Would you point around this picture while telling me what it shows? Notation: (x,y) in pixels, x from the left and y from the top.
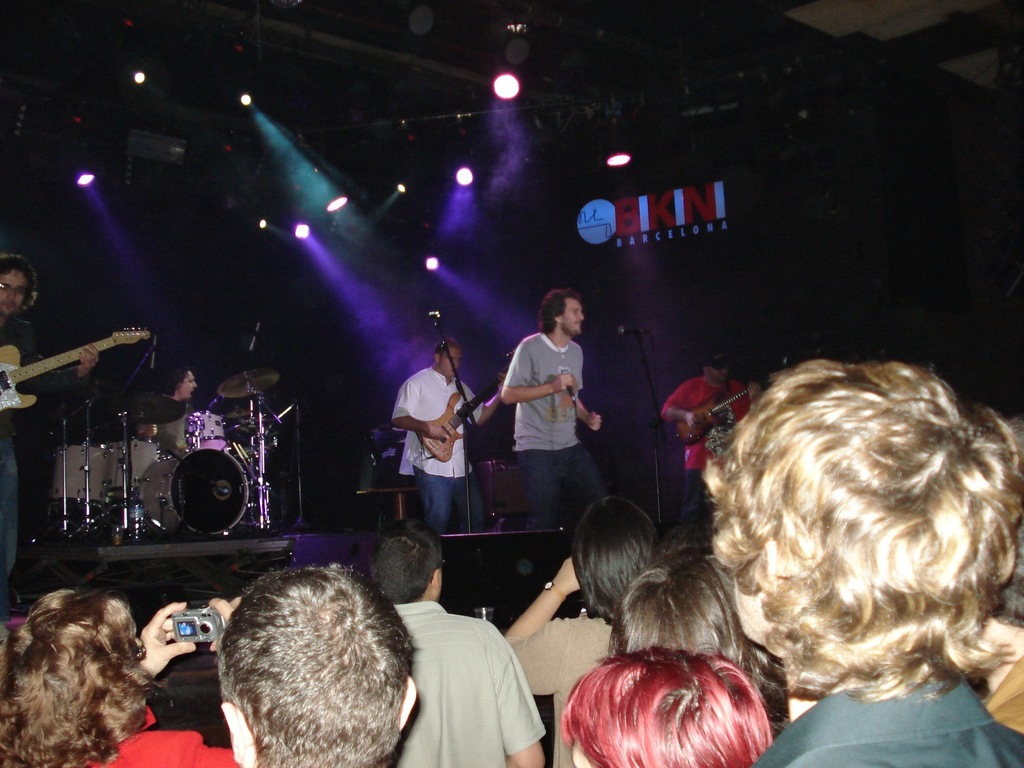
In this image, In the bottom (744,647) there are some people (730,697) standing and holding the cameras (201,639) and taking the picture, In the background (14,338) there are some people (97,352) standing and holding the music instruments (241,432), There are some microphone (253,338) which are in black color, In the background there are some lights (460,169) in top (509,85) which are in yellow color and blue color.
